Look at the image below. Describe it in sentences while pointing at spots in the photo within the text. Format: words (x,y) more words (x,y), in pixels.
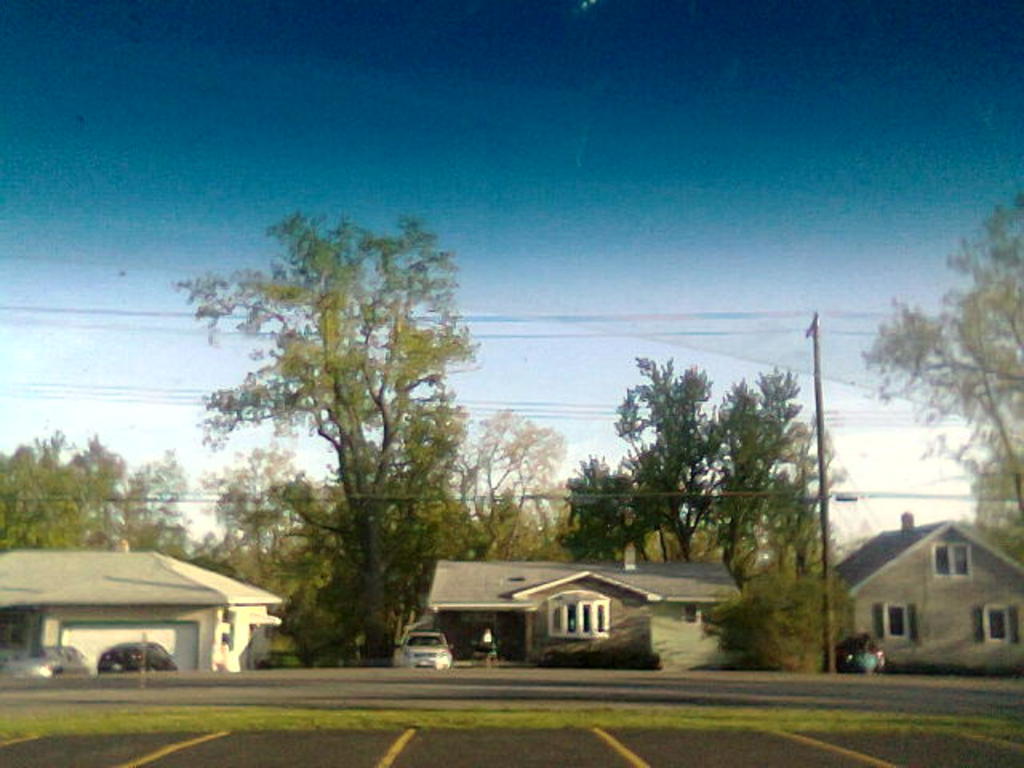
In this image I can see there are cars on the road (581,685). And there are buildings (508,610), Grass (310,714), Trees (310,610) and board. And there are a pole (816,364) and wires (799,336) tied to it. And at the top (473,158) there is a sky (560,382).
